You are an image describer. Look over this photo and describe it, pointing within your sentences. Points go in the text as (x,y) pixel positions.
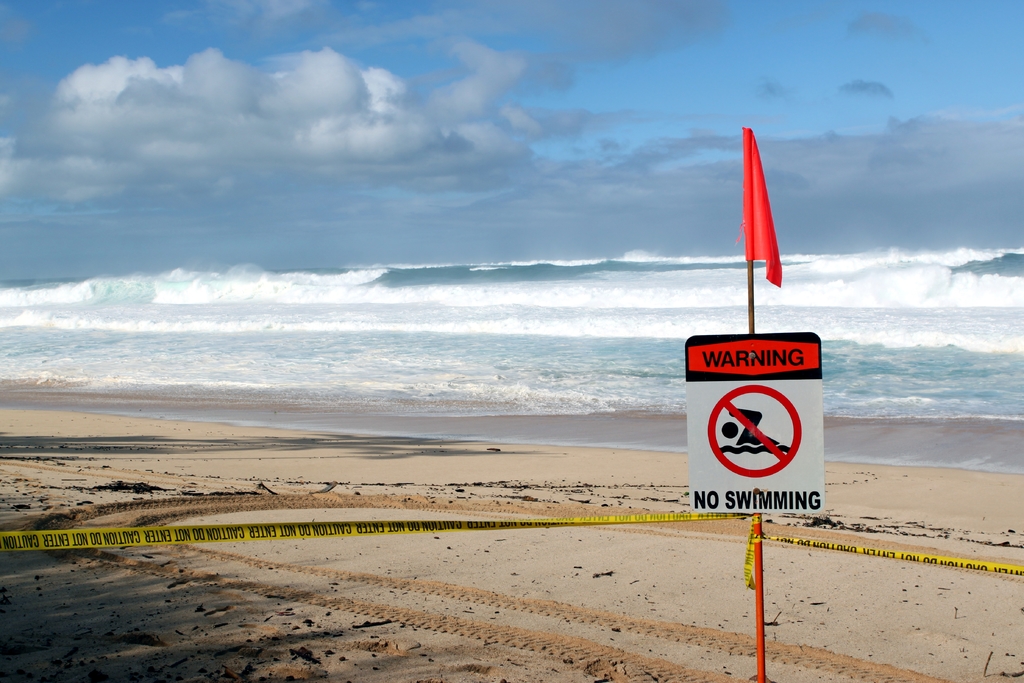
In the image we can see there is a sign board (766,401) kept on the ground (708,536) and the ground (524,566) is covered with sand (102,524). There are caution tape (95,532) tied around the sign board (771,461) and there is a flag (755,144) kept on the sign board (734,347). Behind there is an ocean (757,286) and there is a cloudy sky (773,212).
